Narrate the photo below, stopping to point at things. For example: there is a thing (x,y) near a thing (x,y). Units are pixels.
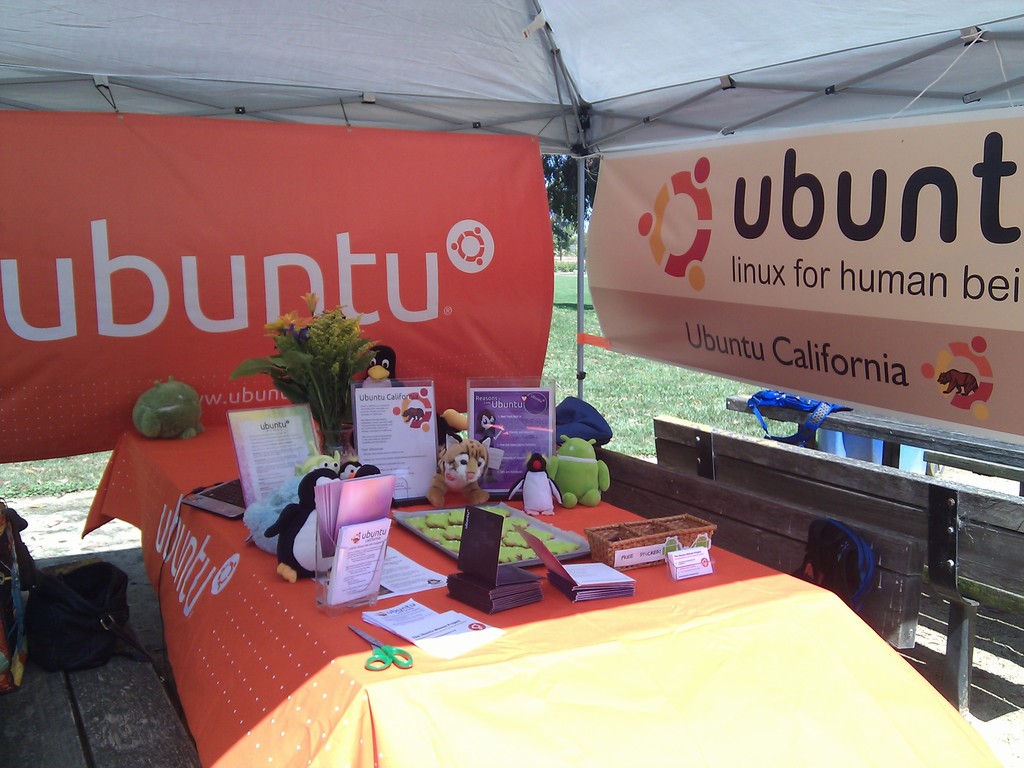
In the center of the image (531,502) there is a table (285,606) with some objects (336,540) on it. In the background of the image (10,163) there is a banner (171,332) with some text (239,286). To the left side of the image (280,291) there is a banner (372,264) with some text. At the top of the image (246,115) there is a white colored cloth (295,62). In the background of the image (615,370) there is grass (618,385). To the right side of the image (762,510) there are benches (829,518).
